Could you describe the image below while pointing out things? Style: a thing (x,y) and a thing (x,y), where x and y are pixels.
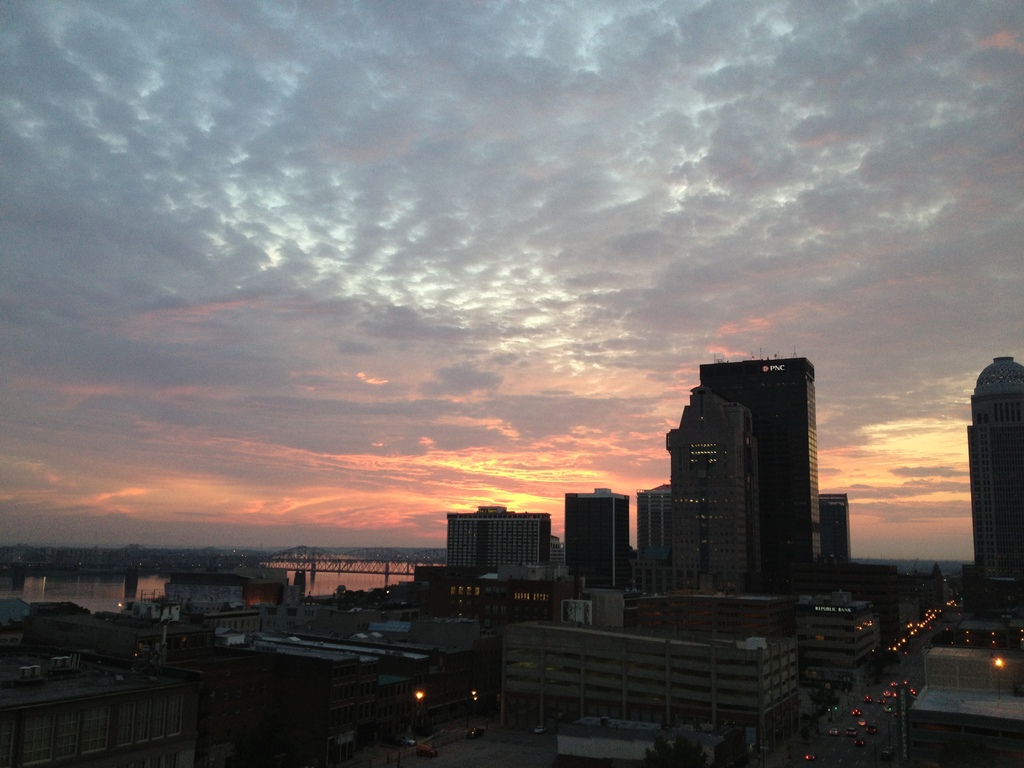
In this image there are buildings (921,711) roads (871,715), on that road (886,712) there are cars (859,739), in the background (318,583) there is a river (145,588) and a bridge (304,580) across the river (162,587) and there is a sky (436,403).
